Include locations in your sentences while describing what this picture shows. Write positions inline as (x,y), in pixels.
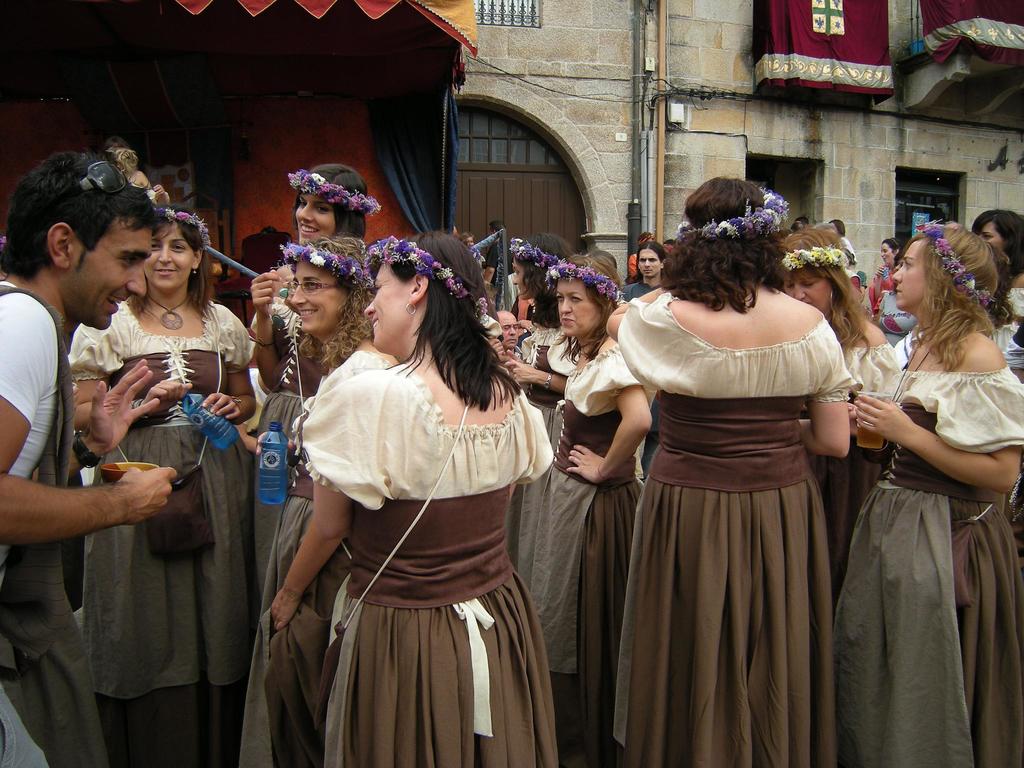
In the image we can see there are many people (382,349) standing and few of them are wearing the same clothes (541,457) and the flower crown (358,269). On the left side (22,483), we can see a man (26,466) wearing a wristwatch (94,463) and he is holding a bowl (120,465) in the hand (126,477). Here we can see the building (616,97), cable wire (593,97) and windows (495,14) of the building (561,18).
